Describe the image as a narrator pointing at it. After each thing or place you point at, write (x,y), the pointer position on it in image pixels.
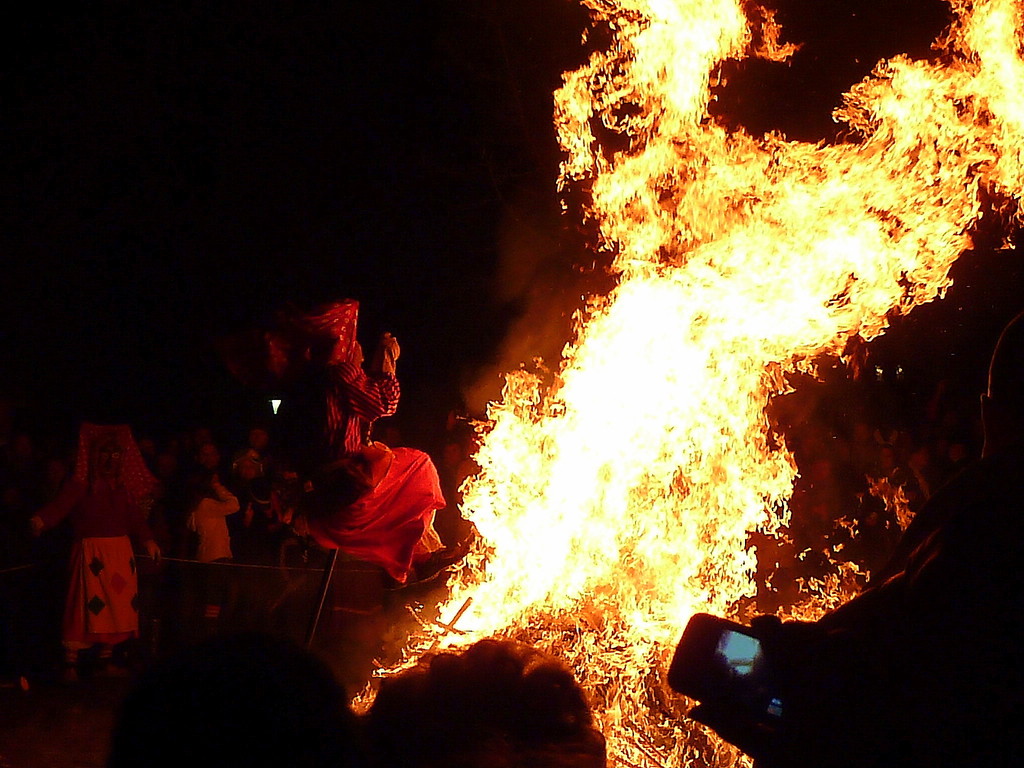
In this image we can see a few people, there is a fire (749,576), a cell phone (736,687), and the background (178,363) is dark.
